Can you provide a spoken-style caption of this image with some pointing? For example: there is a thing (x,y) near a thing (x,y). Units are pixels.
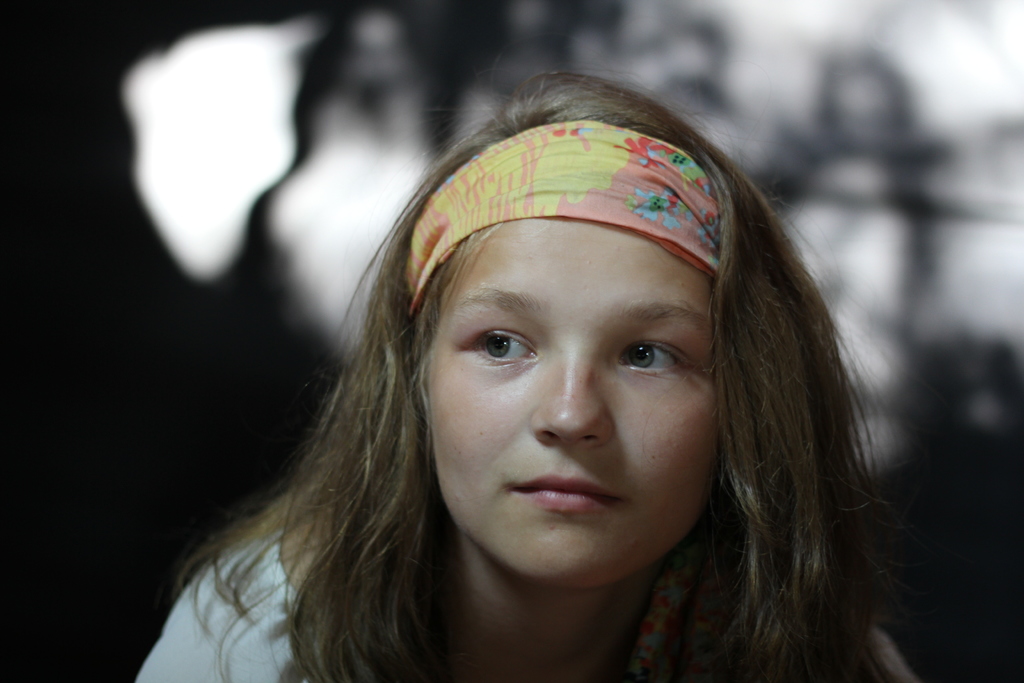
In the image we can see there is a girl (491,412) wearing hairband (485,207). Behind the image is blur.
